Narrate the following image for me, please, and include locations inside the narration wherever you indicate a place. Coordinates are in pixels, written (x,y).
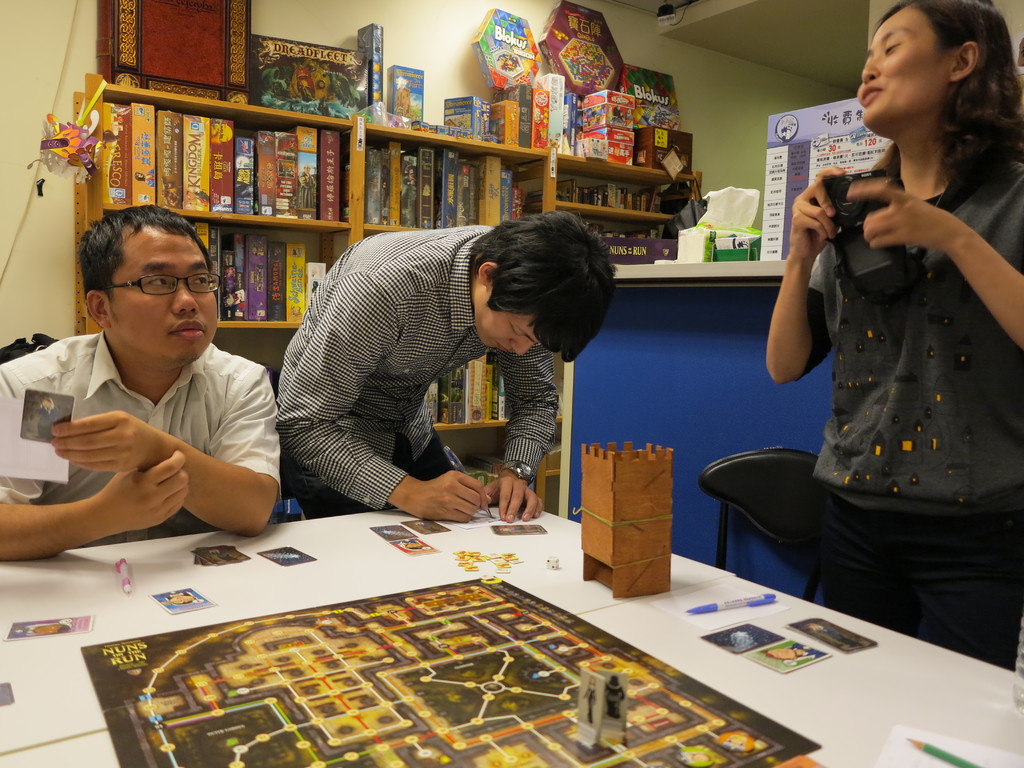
Here we see two men (162,211) and a woman (784,275) standing and holding a camera (872,232) in her hands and two men (568,261) playing a game (387,604) which is placed on a table (457,527) by using cards (61,397).
